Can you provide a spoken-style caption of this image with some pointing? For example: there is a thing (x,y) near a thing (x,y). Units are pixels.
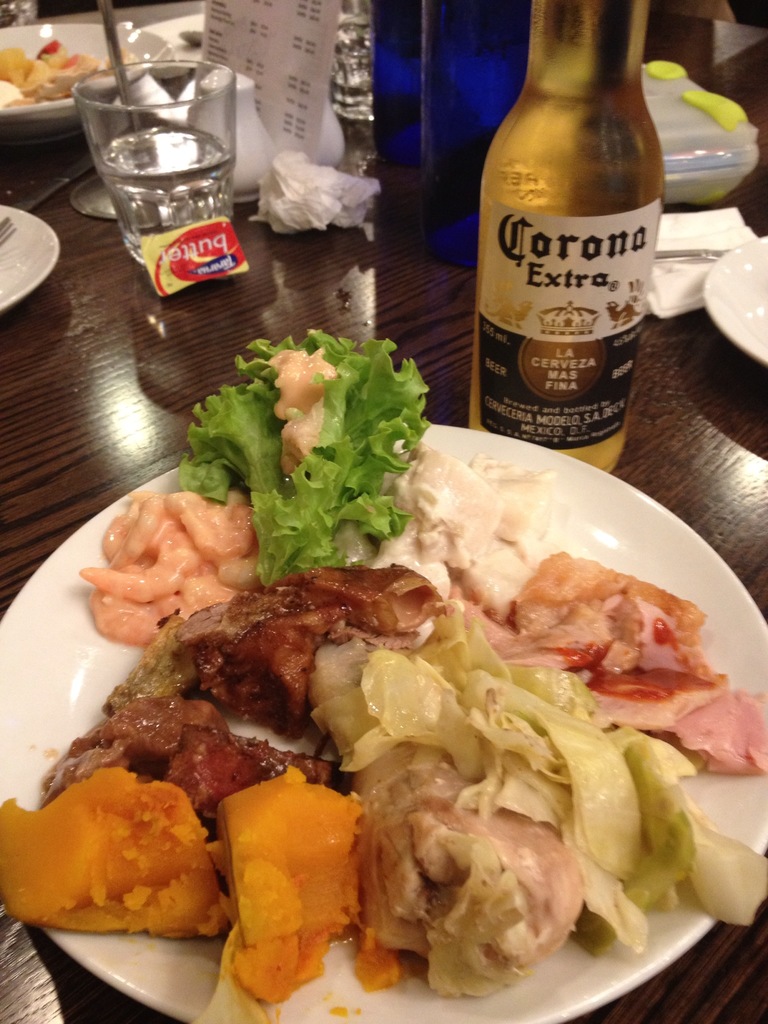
This is the table (79,379) with a plate (217,642) full of food (413,725), beer bottle (558,146), glass (224,159) of water (215,157), papers (294,55) and some other objects (669,121) on it.
